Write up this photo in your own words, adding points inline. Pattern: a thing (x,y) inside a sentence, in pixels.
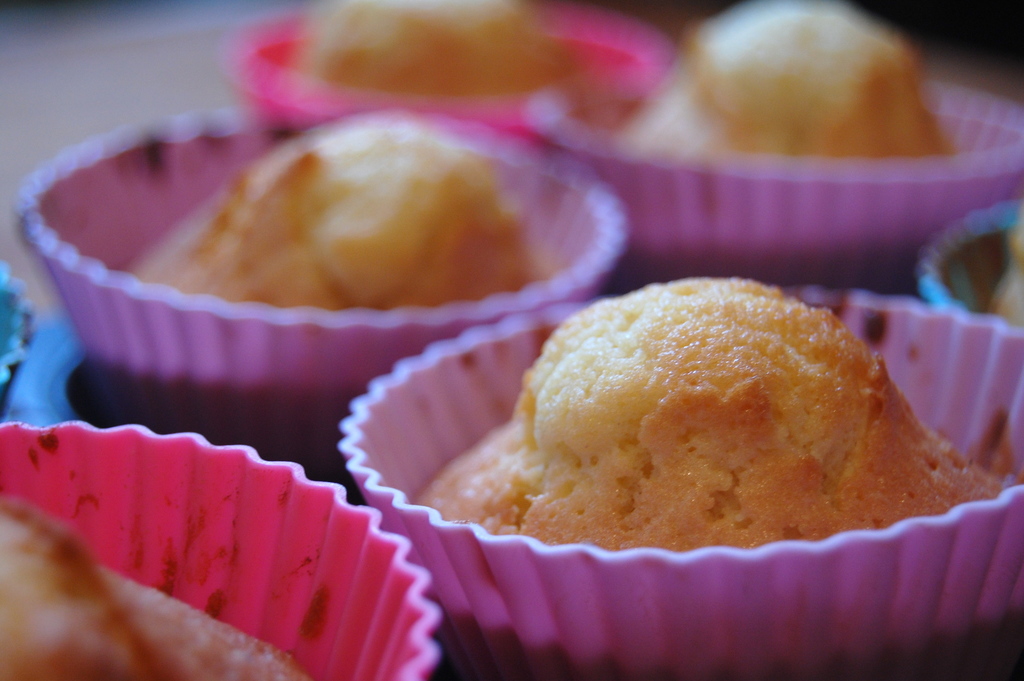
In this image I can see few cups (301,375) which are pink in color and in them I can see cupcakes (669,398) which are cream and brown in color.
